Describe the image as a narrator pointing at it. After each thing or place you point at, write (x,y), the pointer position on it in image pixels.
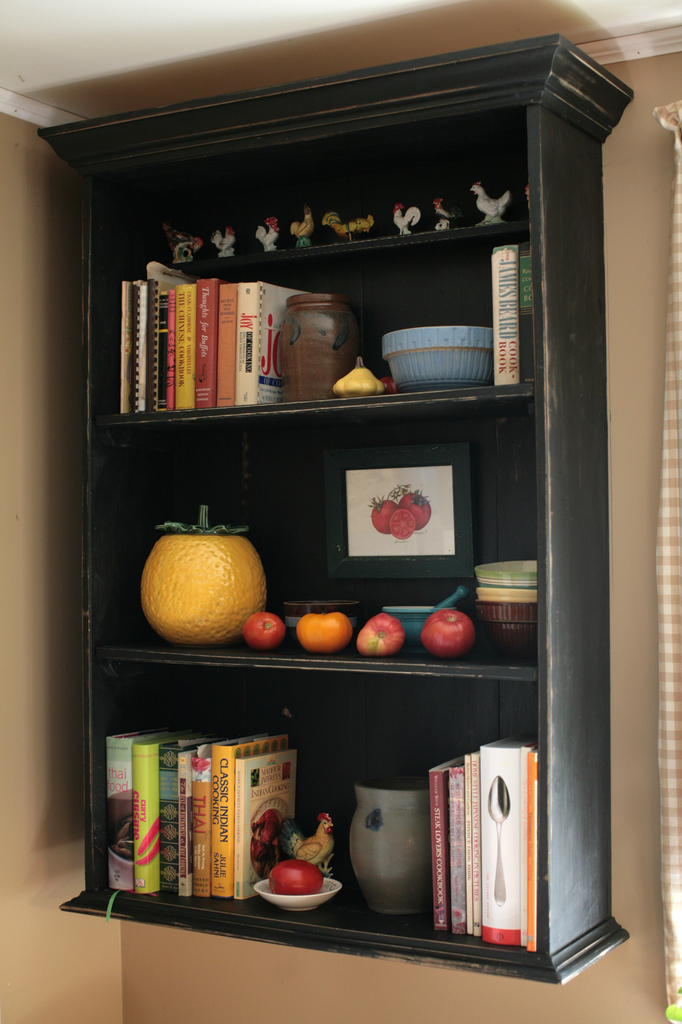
In this image I can see the brown colored wall (1,750) and a black colored cabinet (566,452) attached to the wall (619,497). In the cabinet (310,424) I can see few books (208,341), few fruits (250,624), few animal toys (303,240), a bowl (450,327) and few other objects (382,808). To the right side of the image (657,546) I can see the curtain (681,587) and the ceiling (219,42) to the top (182,48).
